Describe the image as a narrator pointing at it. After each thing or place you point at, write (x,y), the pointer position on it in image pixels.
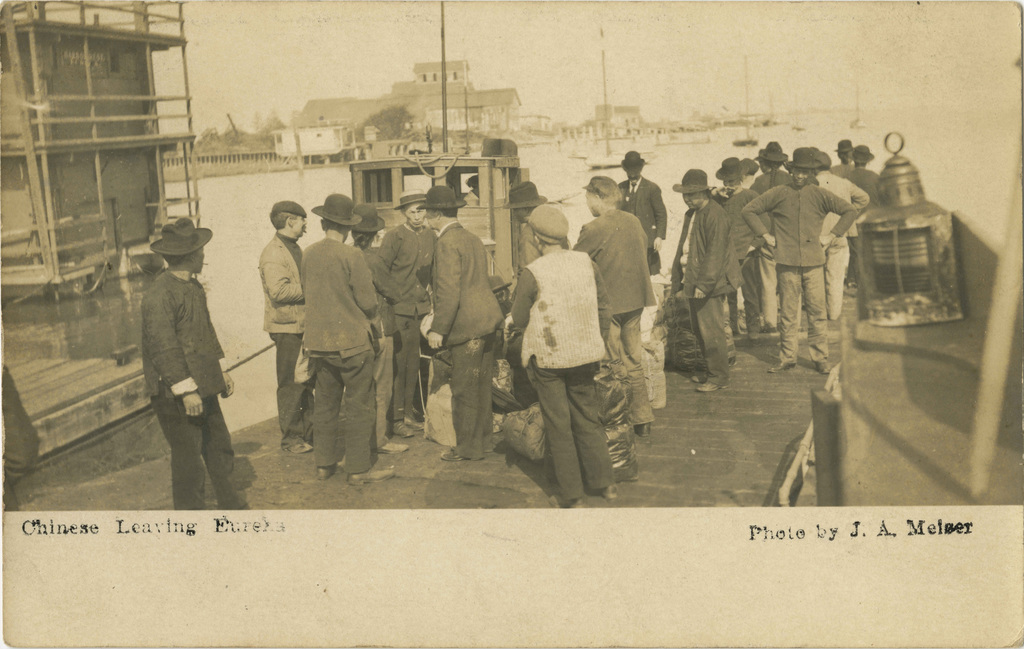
In the center of the image (396,280) we can see a few people (343,275) are standing and they are in different costumes (538,295) and they are wearing hats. And we can see a few people (591,313) are holding some objects (679,310). In the background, we can see buildings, poles (47,166) and a few other objects (14,73). And we can see some text (77,529) on the left (239,529) and right side of the image (916,518).
